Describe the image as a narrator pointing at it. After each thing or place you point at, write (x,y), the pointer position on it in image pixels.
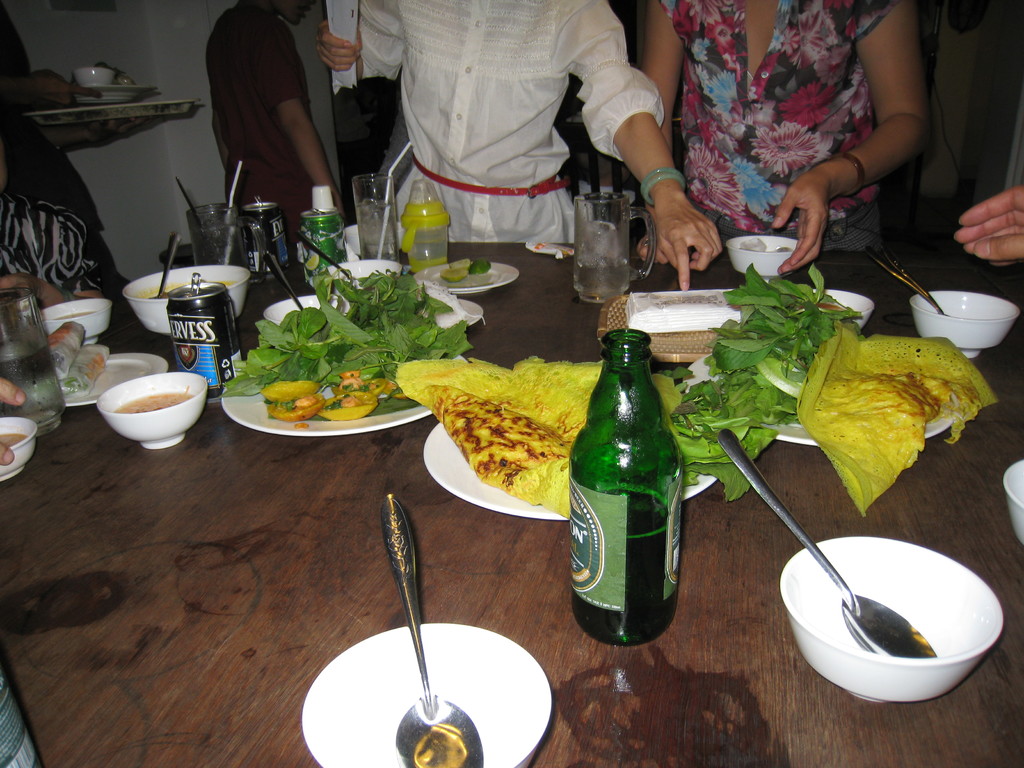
Here we can see a table (22,628) full of food (810,304) present and here we can see a group of people (277,118) standing and they are here to eat the food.
